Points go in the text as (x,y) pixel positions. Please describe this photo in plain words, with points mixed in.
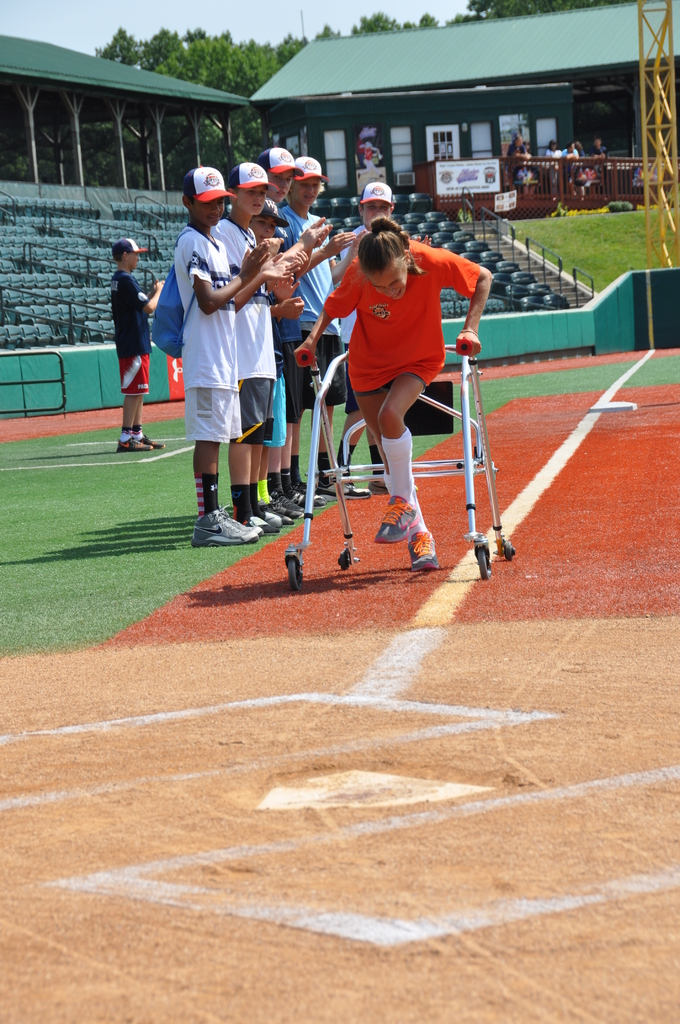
In the image a girl (431,323) is walking with a walker (420,464) She wore an orange color t-shirt (394,318). In the left side (217,417) few boys (186,386) are standing and claps, they wore white color t-shirts (238,265) and in the left side (78,309) there are green color seating chairs (82,317).
